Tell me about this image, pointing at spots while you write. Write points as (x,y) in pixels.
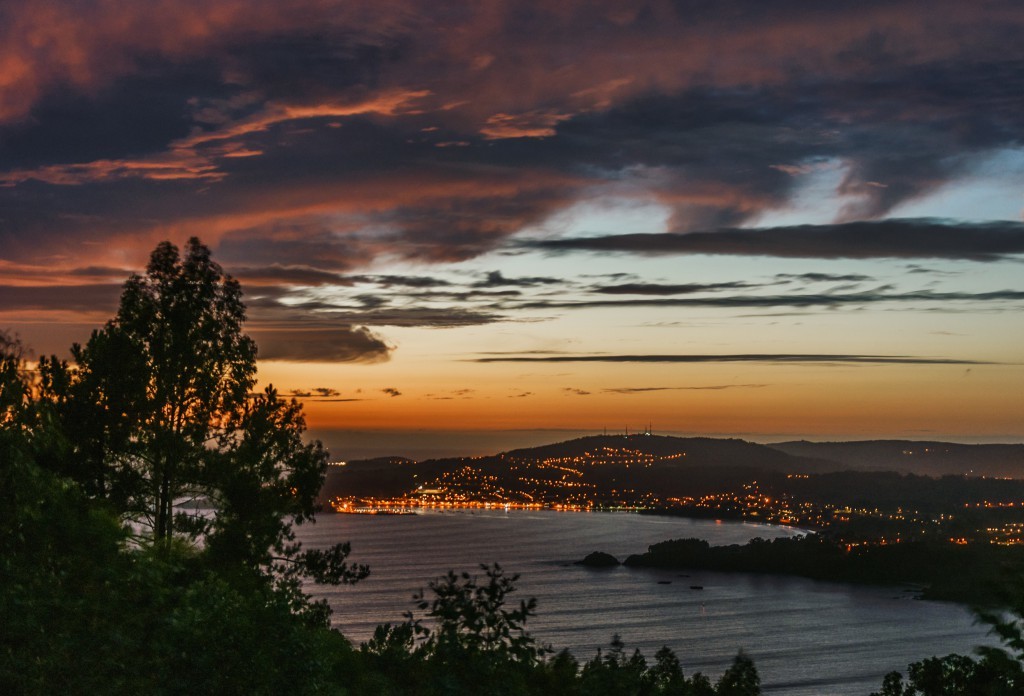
In this image we can see lights (1008,543), there are plants (424,683), trees (468,593), also we can see the ocean (547,629), and the sky (569,283).
